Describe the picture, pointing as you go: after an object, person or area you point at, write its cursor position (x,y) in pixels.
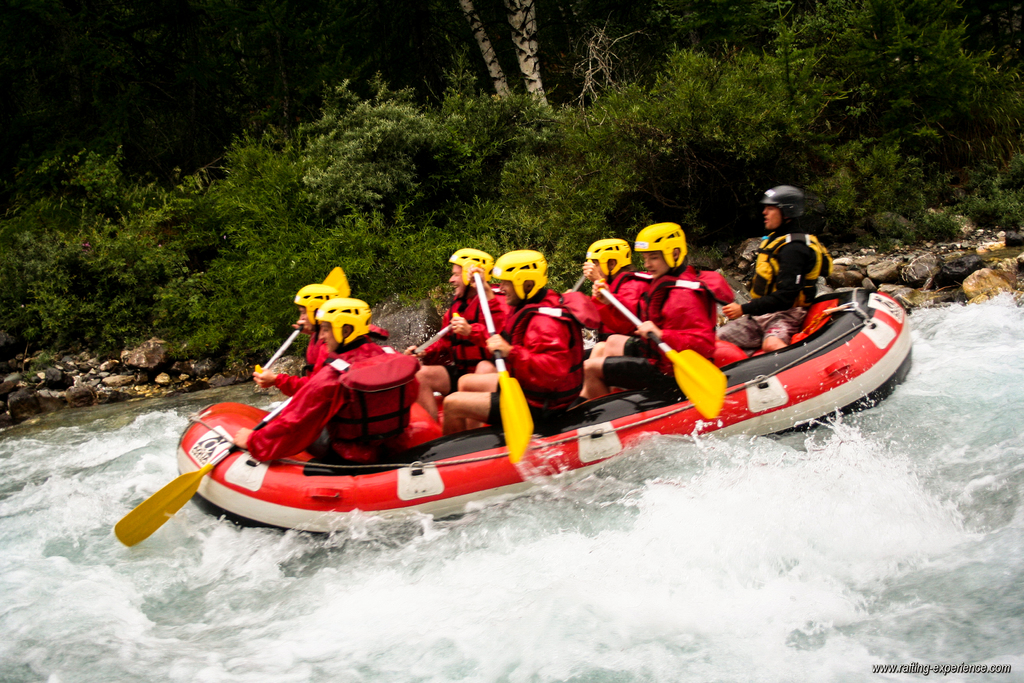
There are people (475,302) boating in the foreground area of the image (524,385) on the water (744,487), there are stones (749,245) and greenery (543,164) in the background (543,164).
